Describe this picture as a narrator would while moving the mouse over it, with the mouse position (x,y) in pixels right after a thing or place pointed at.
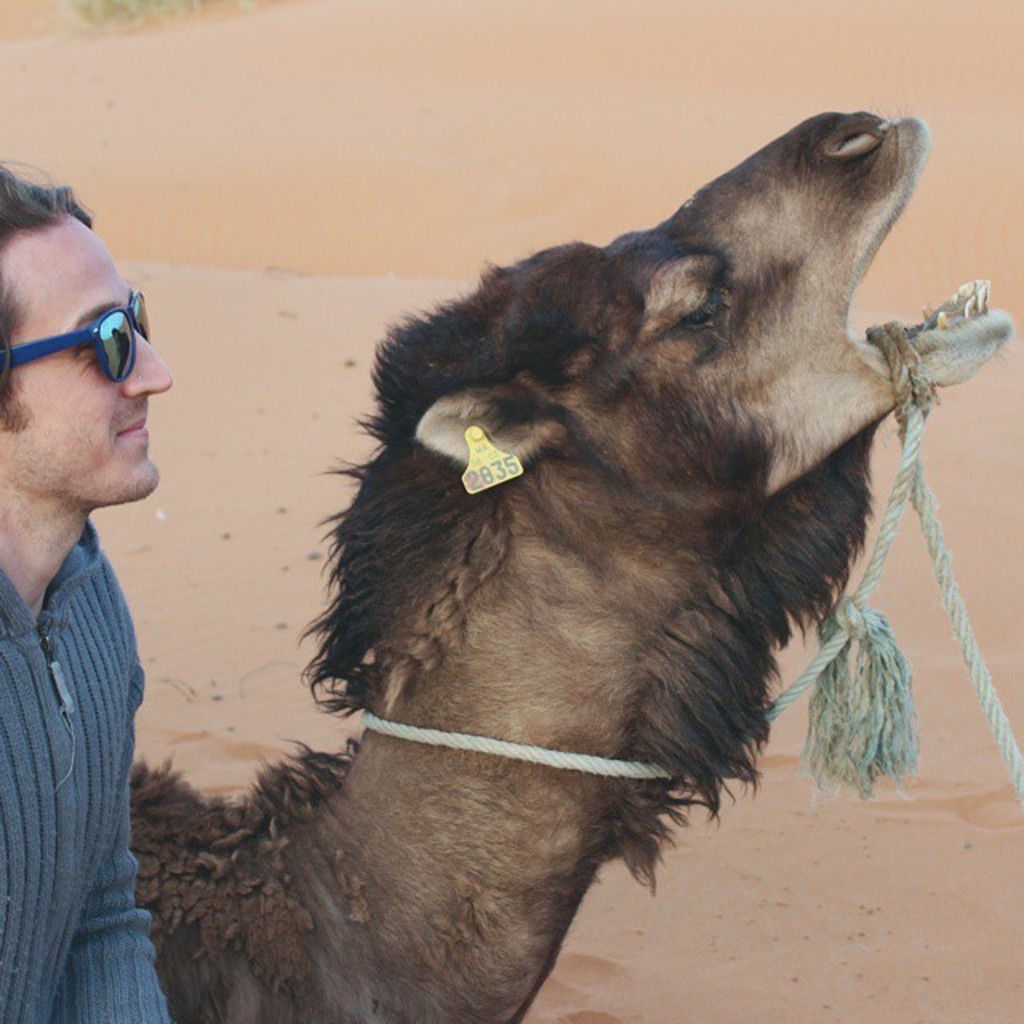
In this image I can see on the left side (96,767) a man (19,622) is looking at right side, he wore sweater (112,660), spectacles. In the middle (585,543) there is a camel (609,529), its mouth (980,295) is tied with a rope (857,729). There is a yellow color tag (480,481) to this camel's ear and this is the sand (342,170) in this image.
